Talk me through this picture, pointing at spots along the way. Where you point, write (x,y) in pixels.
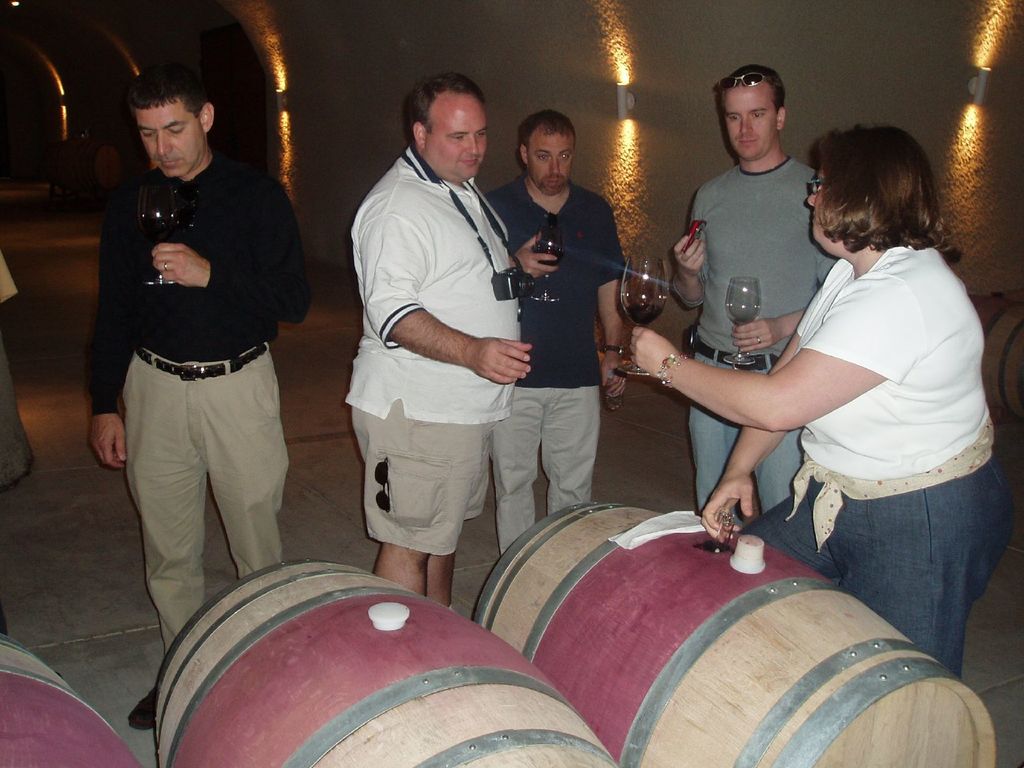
In this image we can see four men (720,301) and one women (813,311) are standing and holding glasses (733,290) in their hand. Woman (838,429) is wearing white color shirt (901,314) and the two men (594,245) are wearing black color dress (544,336). One man (501,271) is wearing white color t-shirt (446,402) with shorts (440,467) and one more person (745,240) is wearing grey t-shirt (748,276) with jeans (726,446). In front of them drums (544,673) are there.
